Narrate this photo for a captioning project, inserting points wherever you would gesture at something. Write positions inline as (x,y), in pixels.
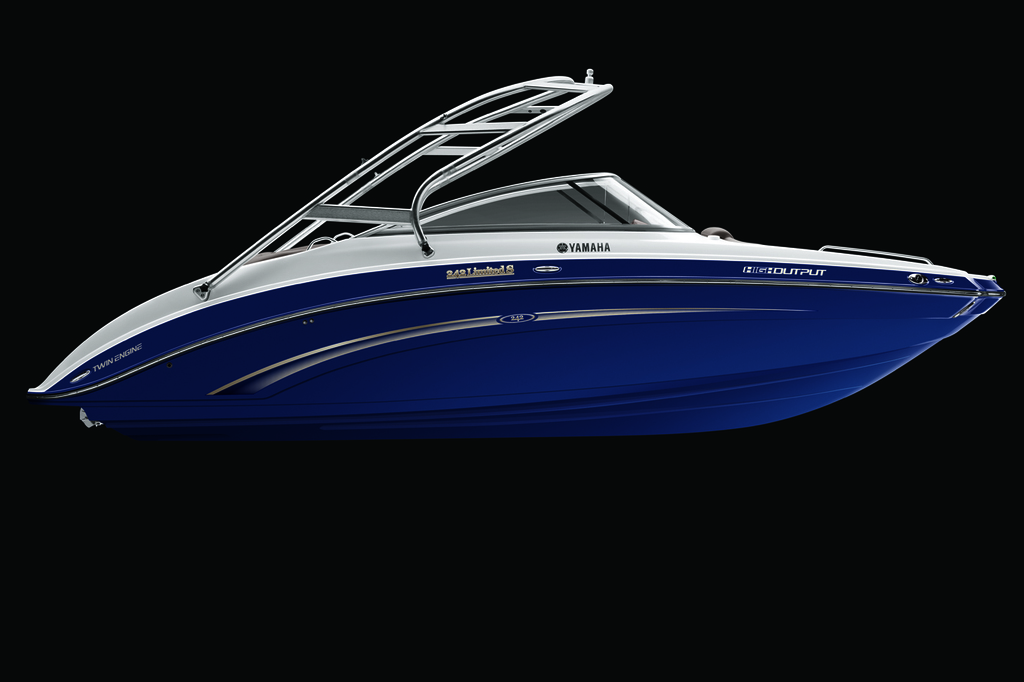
This is boat (363,355).
